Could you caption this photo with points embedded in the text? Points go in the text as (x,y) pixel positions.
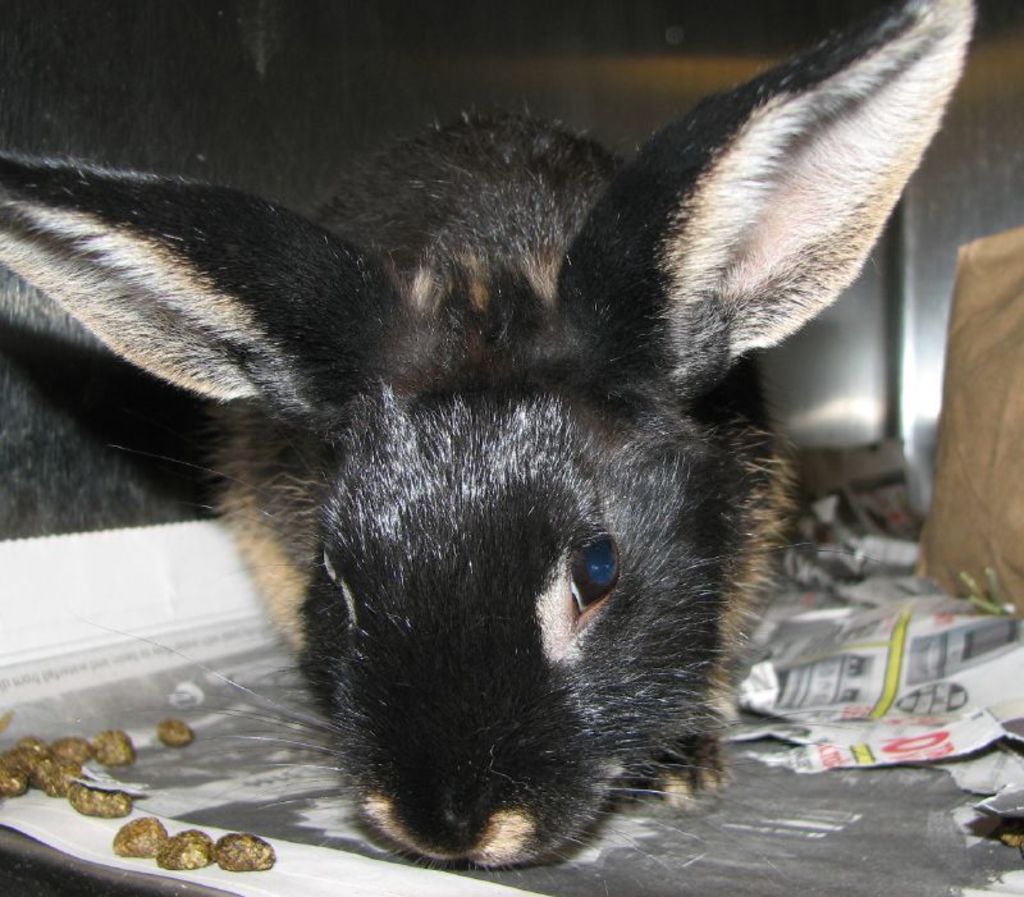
In this image I can see an animal (287,618) in black and cream color and I can also see few papers (819,701) and I can also see few objects (157,860) in brown color.
